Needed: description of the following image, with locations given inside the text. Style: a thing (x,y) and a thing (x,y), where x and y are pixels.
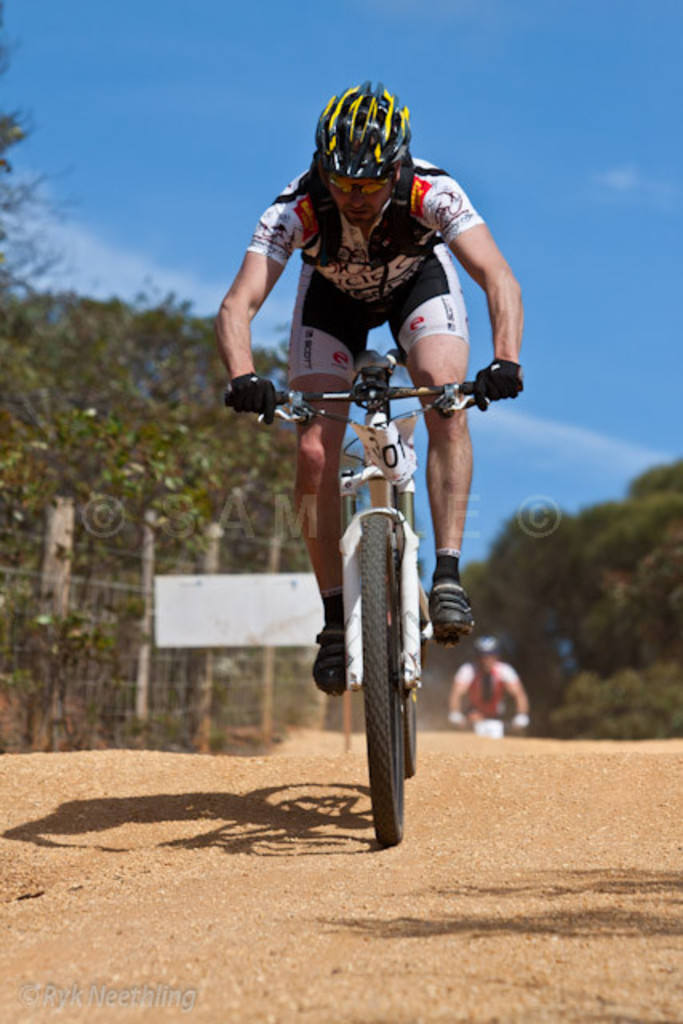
In this image, there are a few people (314,547). Among them, we can see a person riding the bicycle (378,839). There are a few trees (191,438). We can see the fence (292,552) and the ground (203,907). We can also see the sky (592,404) with clouds (624,453). We can also see a white colored object (297,631) and some text (60,1006) on the bottom left corner (60,994).
